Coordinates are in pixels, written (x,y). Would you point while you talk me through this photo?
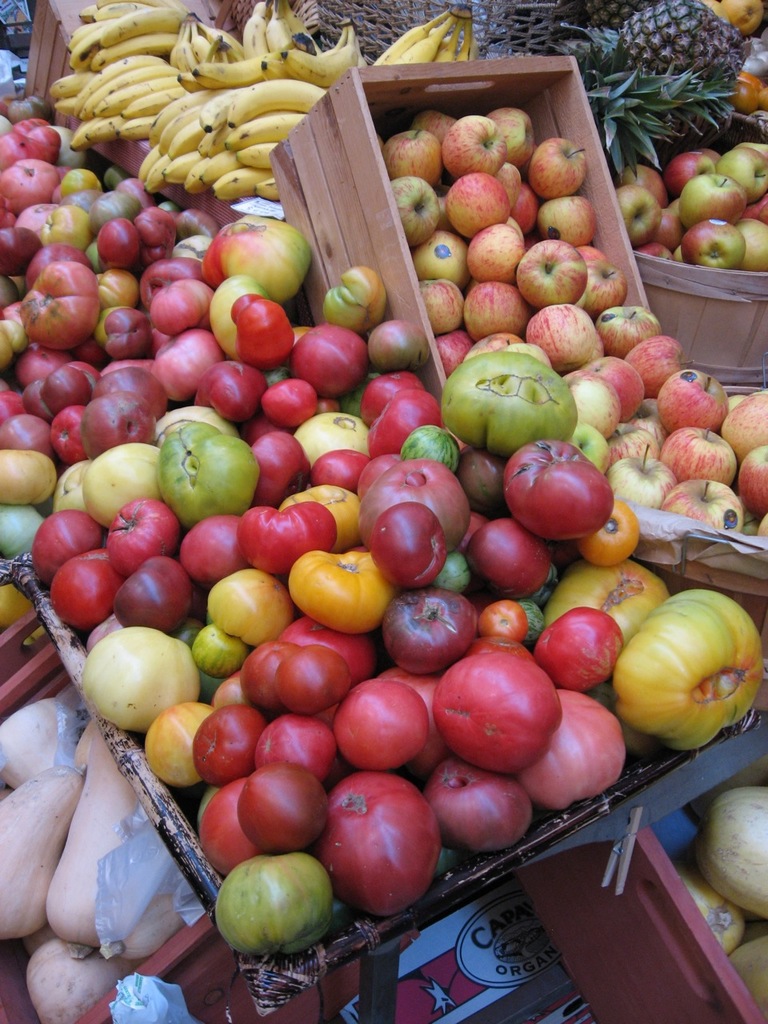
In this picture there are different types of fruits (21,442) like apples (419,259), bananas (108,34), pineapples (596,16) and some other fruits (296,795) in the basket (703,306).
